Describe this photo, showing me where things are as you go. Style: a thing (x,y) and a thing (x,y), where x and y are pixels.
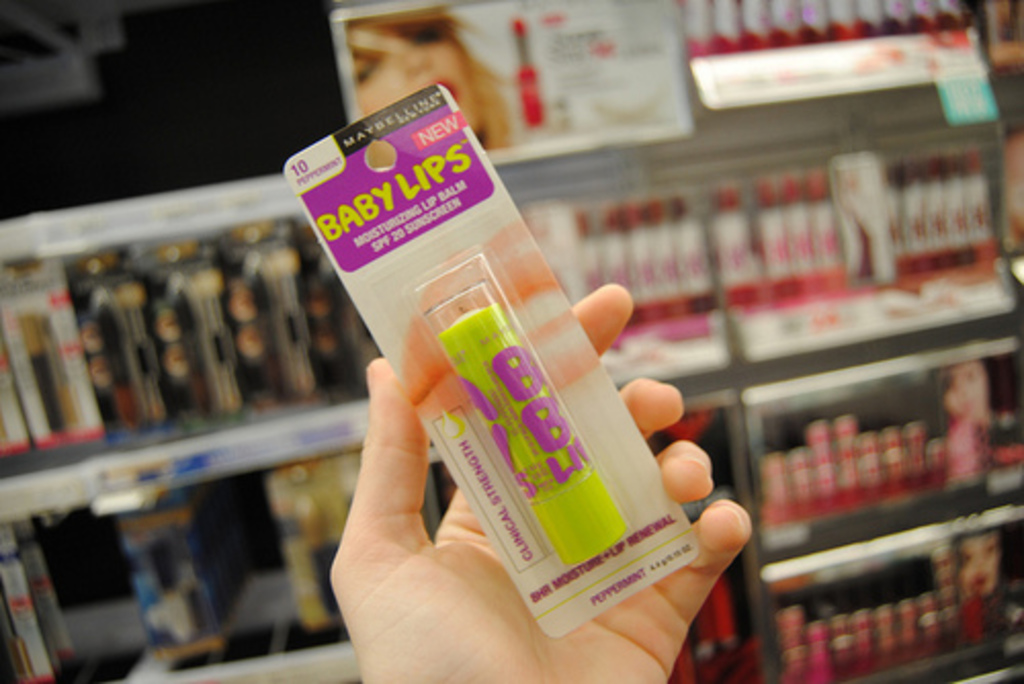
In this image we can see a human hand (512,640) holding an object (505,440) and it seems like there are some objects (311,308) kept in the racks (791,372) in the background (264,344).
